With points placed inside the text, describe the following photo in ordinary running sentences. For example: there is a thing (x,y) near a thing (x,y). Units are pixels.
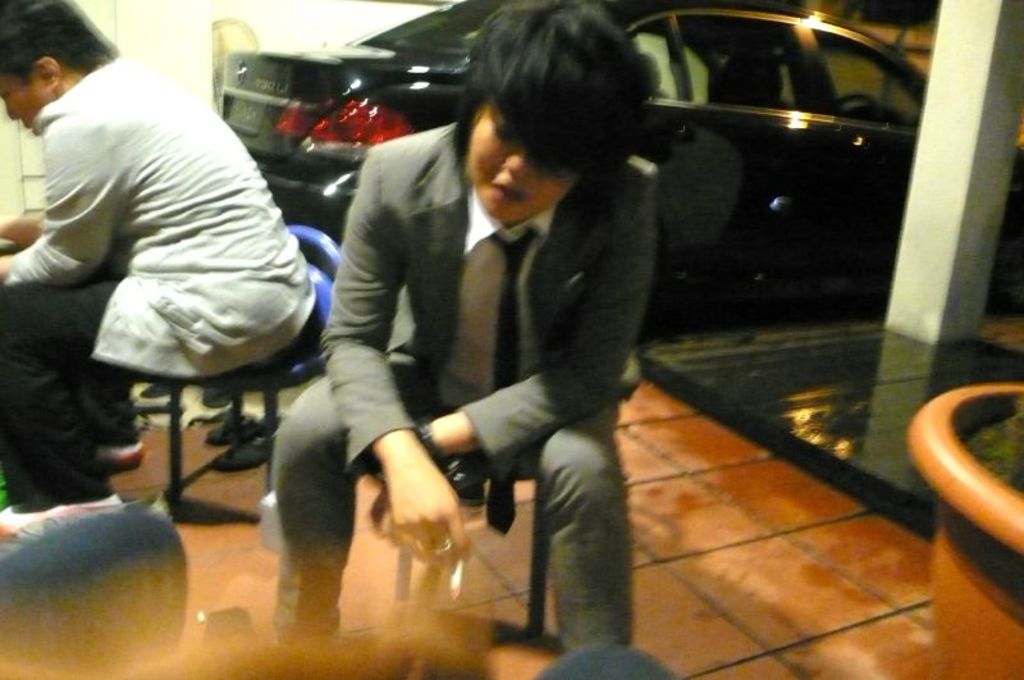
In this picture I can see there are two people (398,386) sitting on the chairs (315,373) and in the backdrop (369,128) there is a car (412,64) and there is a flower pot (948,433) and a walk way (898,393).
